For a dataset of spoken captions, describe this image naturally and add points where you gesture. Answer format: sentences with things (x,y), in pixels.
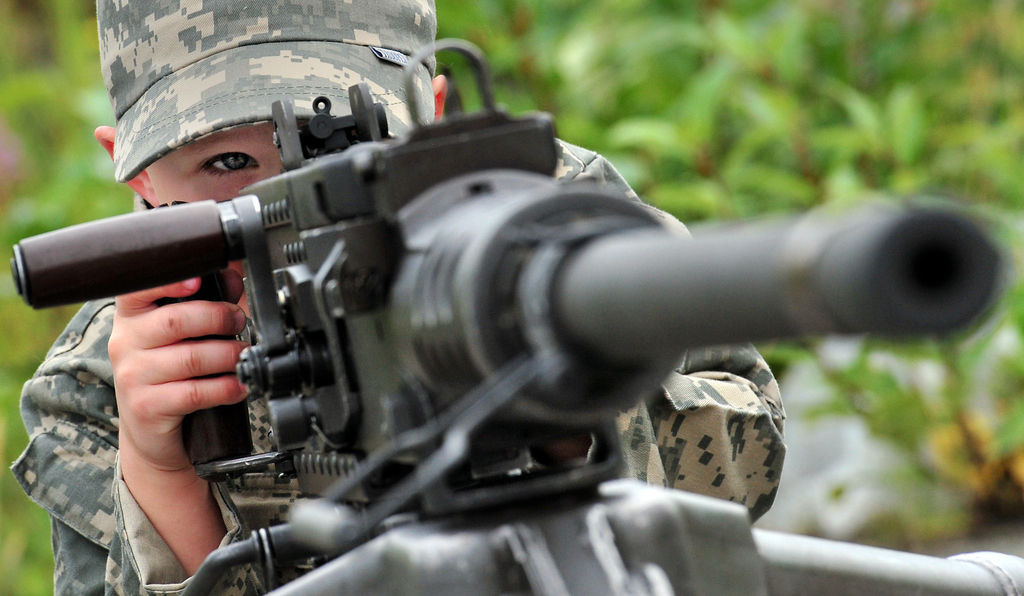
This picture shows a boy (185,144) wore a cap (256,97) on his head (264,127) and holding a gun (264,319) with his hands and we see plants (607,59).
